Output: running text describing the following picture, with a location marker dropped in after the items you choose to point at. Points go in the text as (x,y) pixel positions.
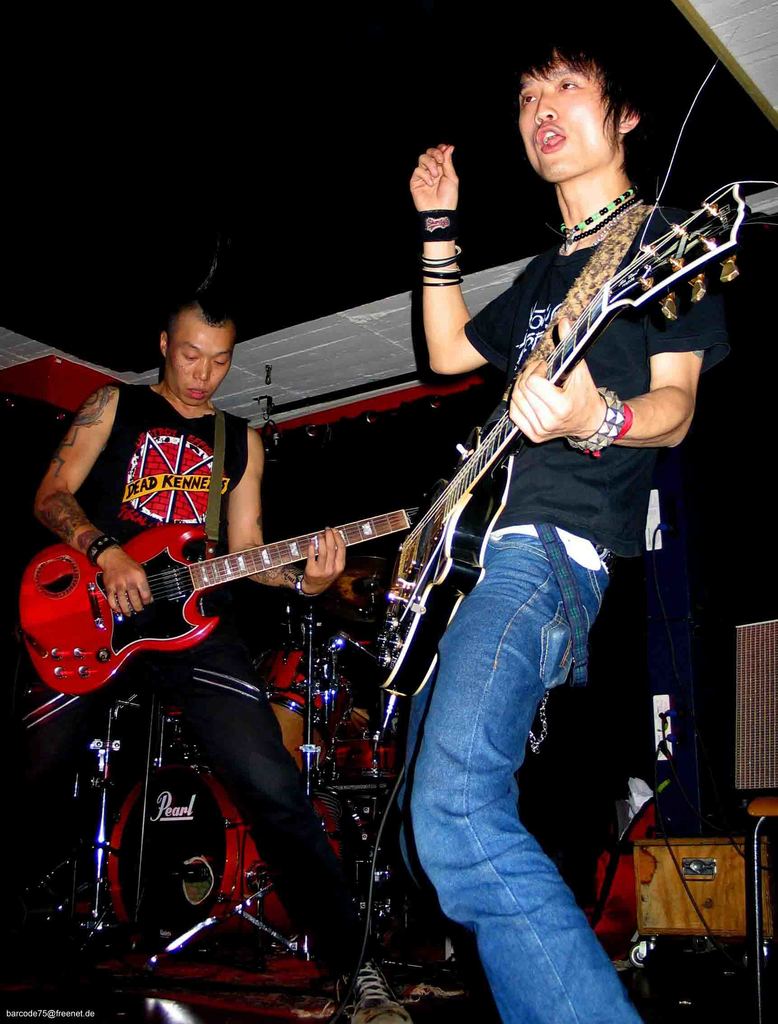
In the image there are two musicians (532,661) holding guitars (195,639) in their hand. In the background (663,860) there are boxes (676,872), drums (193,830) and drum stands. In the below left corner (31,1013) there is some text (50,1014) written on the image.
